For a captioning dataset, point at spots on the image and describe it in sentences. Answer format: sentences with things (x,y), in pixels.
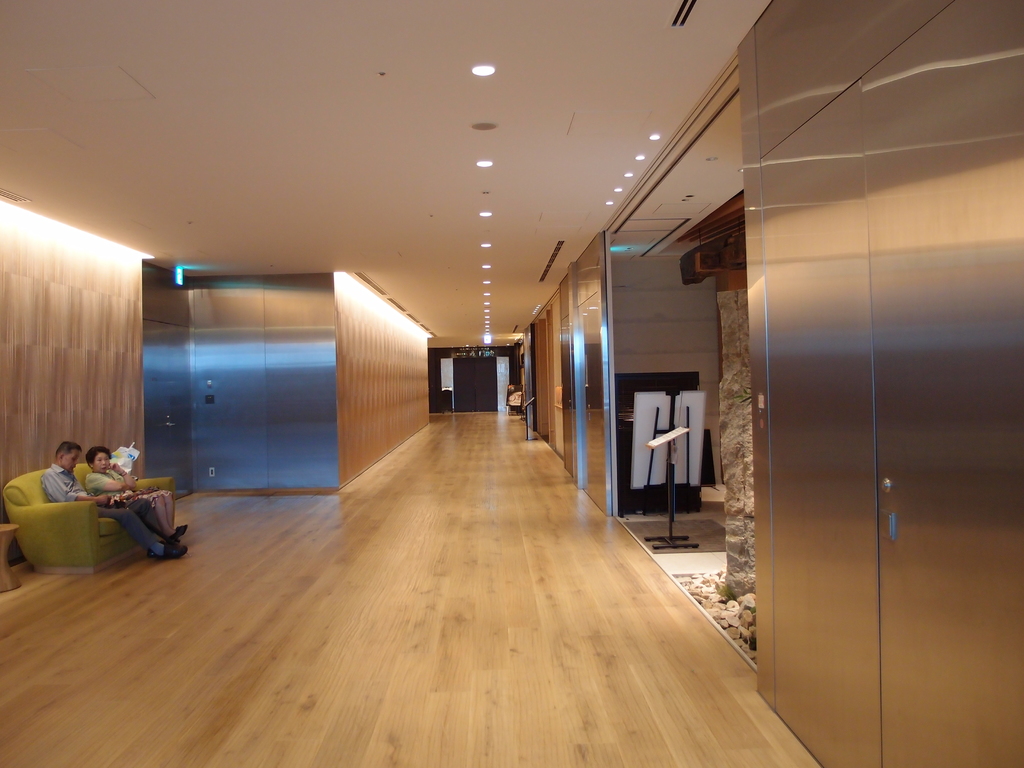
On the left (104,470) there is a woman (104,489) who is wearing t-shirt (104,489), trouser (134,494) and shoe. Beside her there is a man (83,495) who is wearing shirt (81,491), jeans (134,526) and shoe (170,541). Both of them are sitting on the couch (88,531). Beside them there is a wall (55,380). On the right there is a stand (669,495) near to the board (692,396). At the top (50,227) we can see many lights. In the background (541,400) we can see the wooden door (455,383) and window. At the bottom (388,669) we can see the wooden flooring (426,652).
